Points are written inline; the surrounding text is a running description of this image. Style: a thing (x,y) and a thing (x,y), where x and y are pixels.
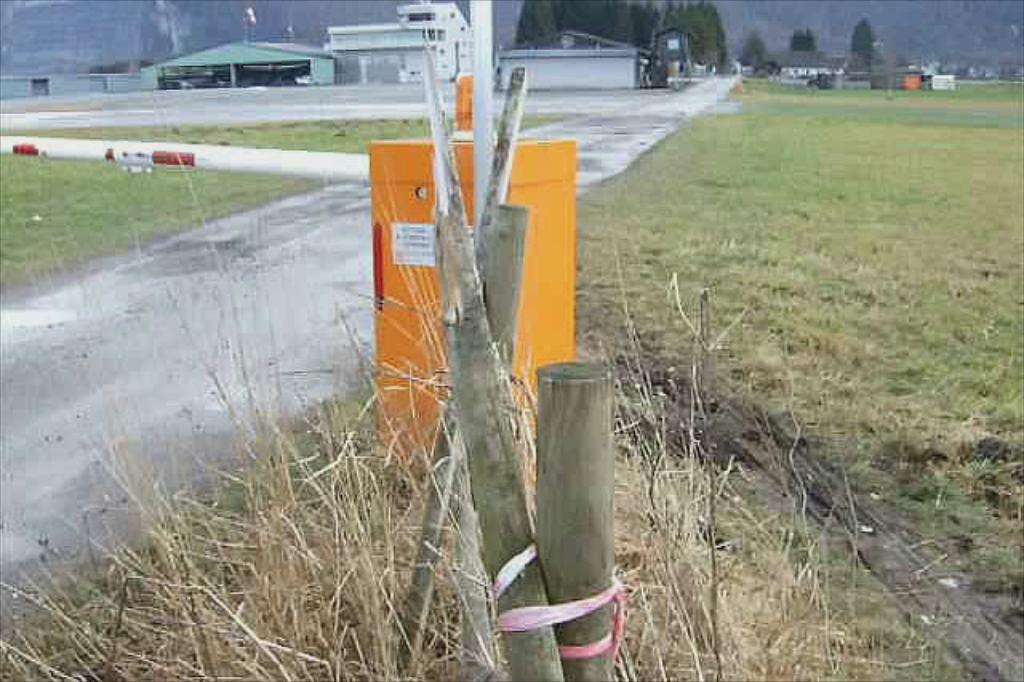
This image consists of wooden sticks (538,501) and green grass (748,335) on the ground (331,437). On the left (203,329), there is a road (234,326). In the background (399,47), there are buildings (263,47) and trees (528,29).
